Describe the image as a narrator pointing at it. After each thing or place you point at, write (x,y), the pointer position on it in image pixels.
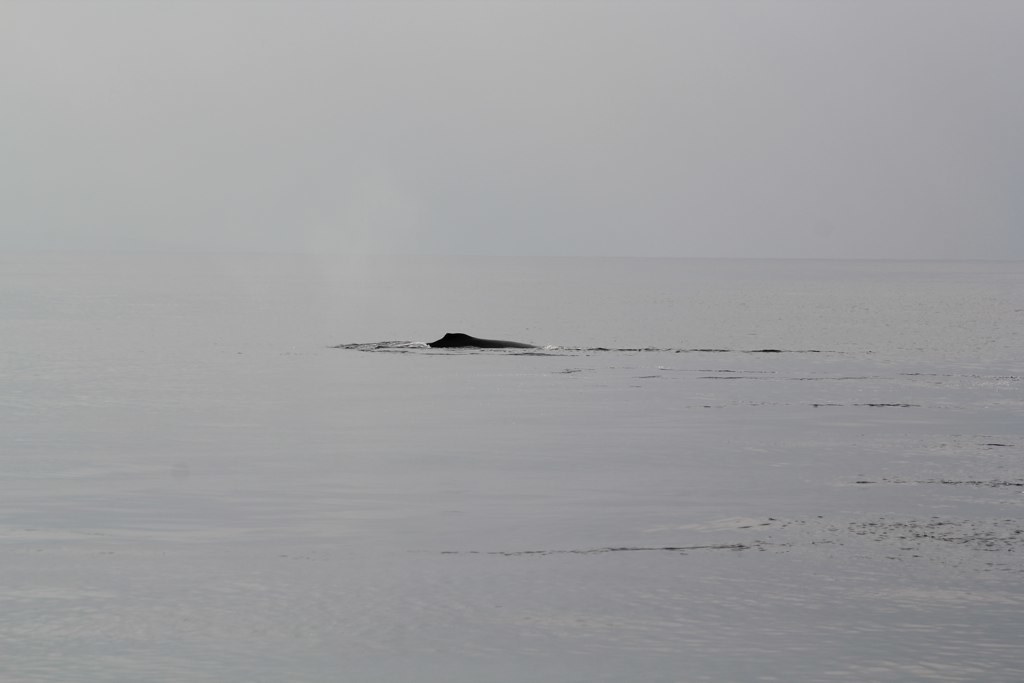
In the image we can see the water (762,554) and the sky (667,163).
